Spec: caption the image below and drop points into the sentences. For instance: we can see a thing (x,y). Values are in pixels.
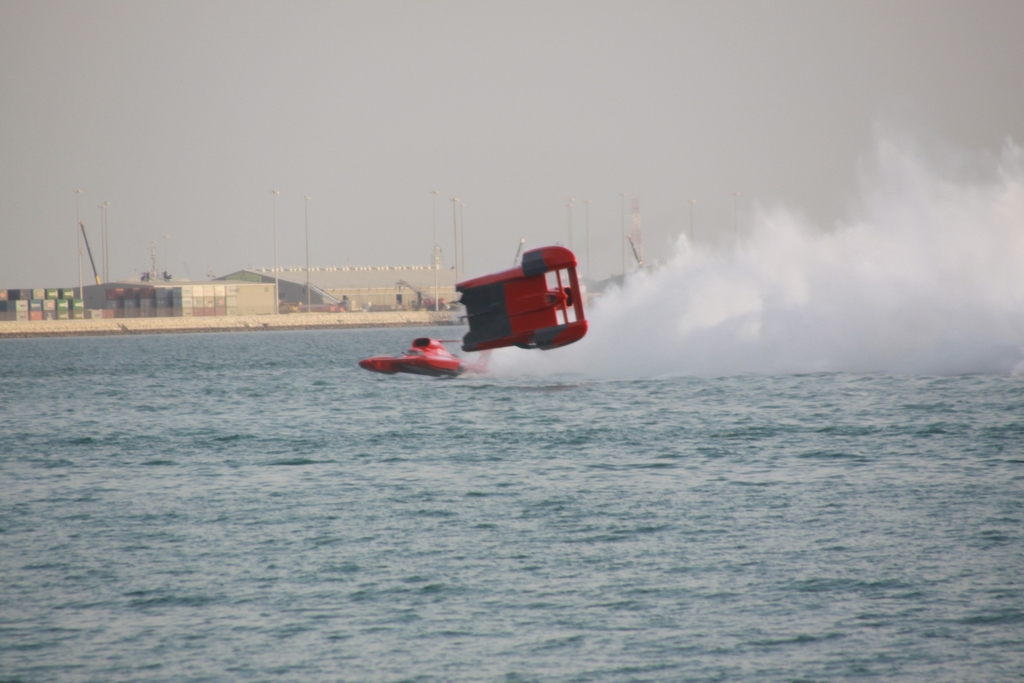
In this image we can see a boat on the water (460,335) and also we can see a red color object (522,291), there are some poles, lights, buildings (278,278) and boxes (66,300), in the background (318,167), we can see the sky (338,149).
